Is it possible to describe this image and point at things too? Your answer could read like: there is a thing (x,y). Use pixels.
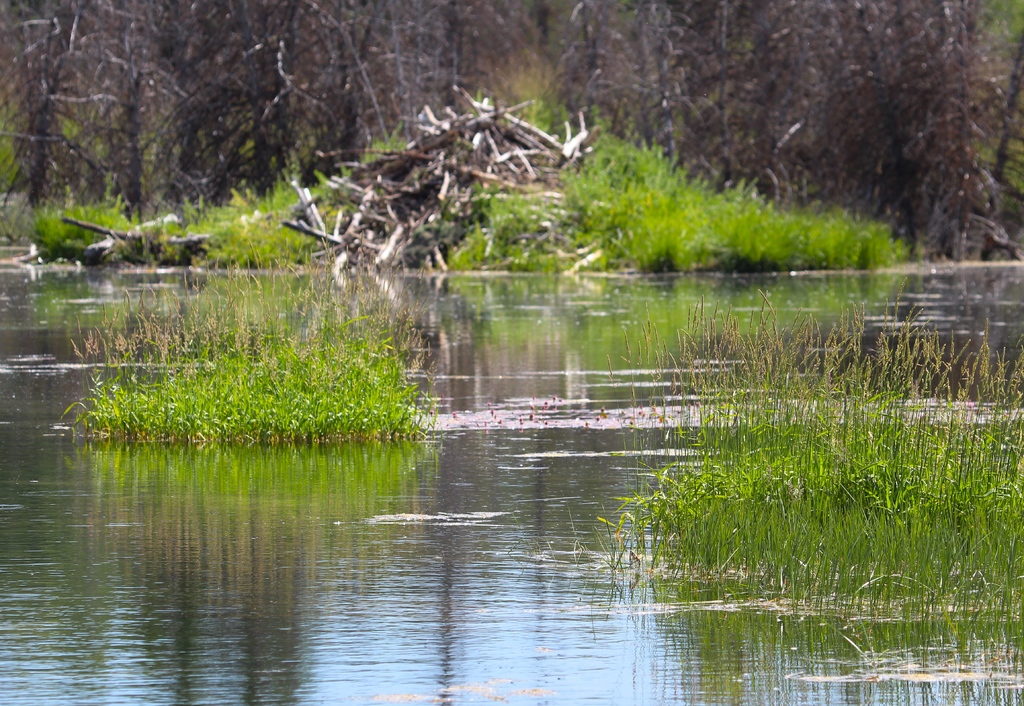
In this image I can see the grass (697,521) in the water (617,284) and the grass (217,344) is in green color. In the background (578,116) I can see few dried trees (795,89).
